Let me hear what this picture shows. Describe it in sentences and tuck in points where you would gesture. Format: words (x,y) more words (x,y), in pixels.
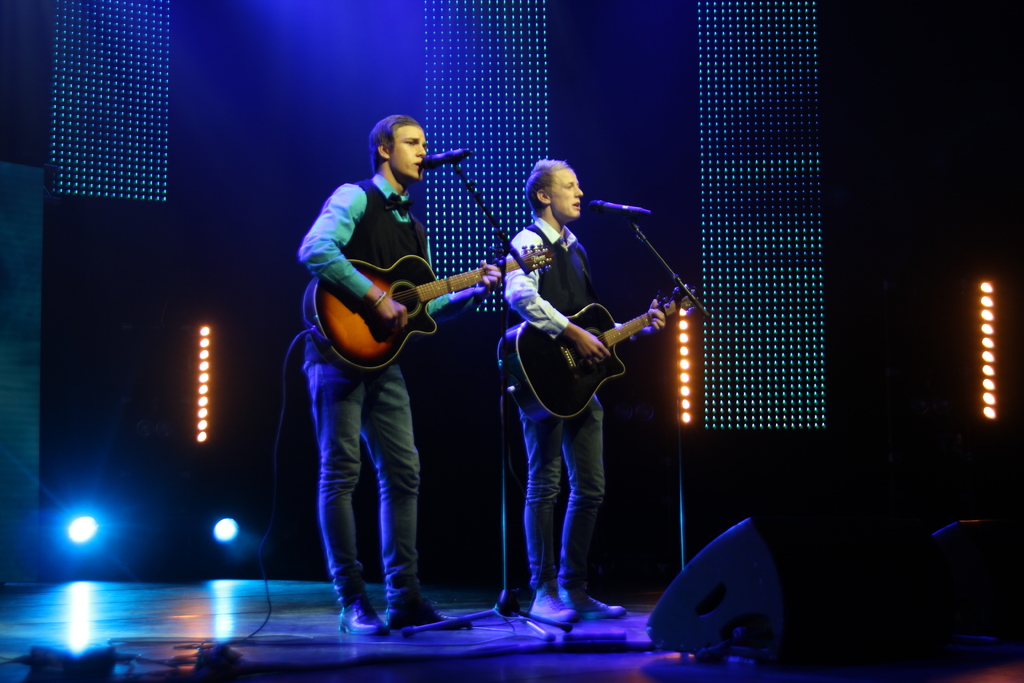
2 persons (387,435) are standing, playing the guitar (393,342) and also singing in the microphone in front of them there is a microphone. Behind there is a light (84,537).
